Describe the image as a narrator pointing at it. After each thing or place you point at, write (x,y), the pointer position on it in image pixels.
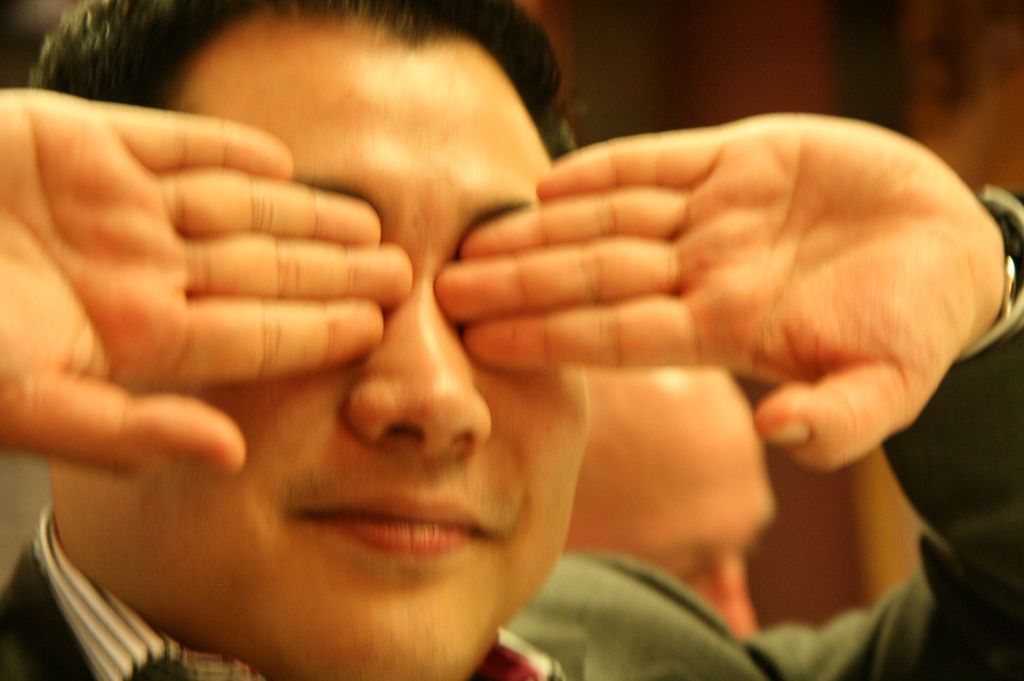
In this picture I can see two men (464,387). This man (430,341) is covering his eyes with hands (380,319).
